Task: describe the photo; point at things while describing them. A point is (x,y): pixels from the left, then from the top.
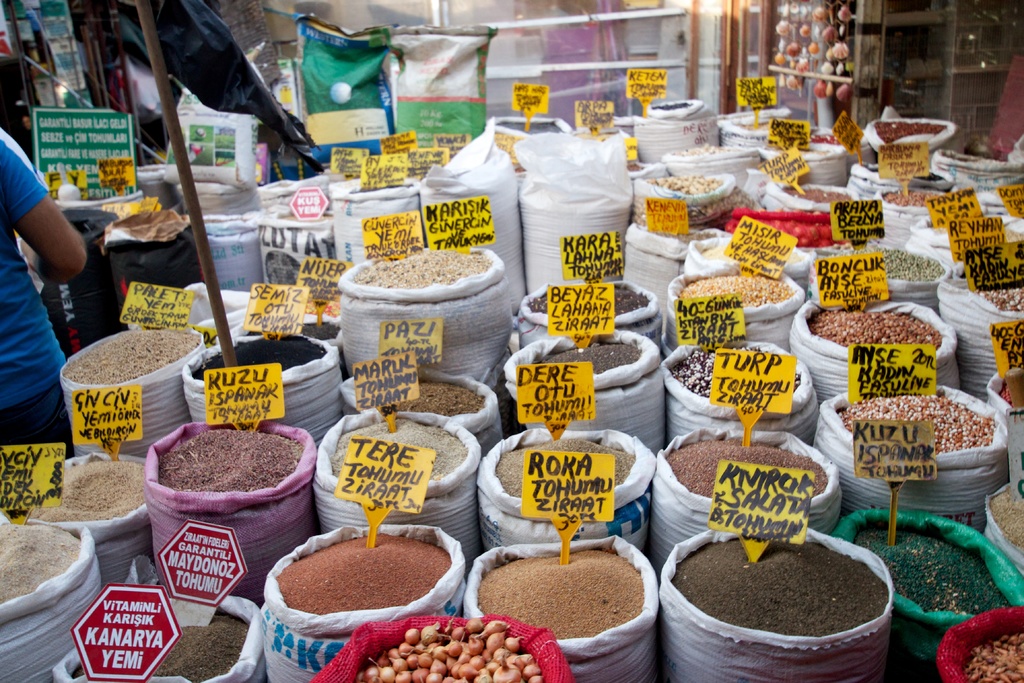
In this image we can see some spices (625,466) and grains (385,565) in the bags (636,476). We can also see some boards (378,518) on each bag (352,506) with some text (566,503). On the backside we can see a plastic sheet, a wall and a person (30,394) standing beside the bags (522,353).
